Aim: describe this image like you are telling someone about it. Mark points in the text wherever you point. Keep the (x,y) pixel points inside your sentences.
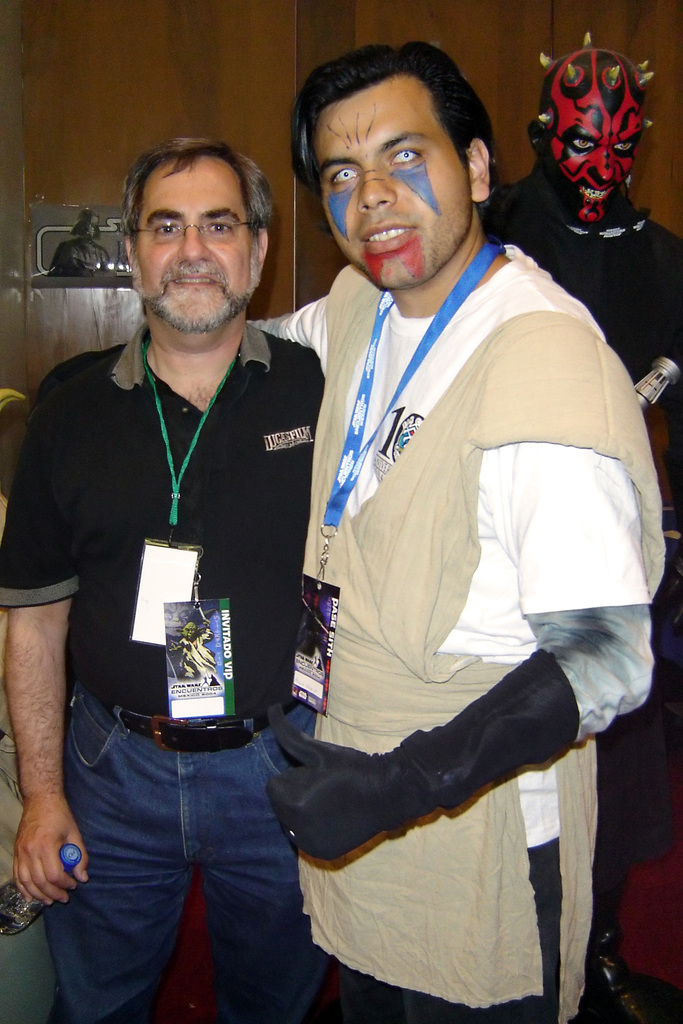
In this image we can see three persons (243,403) and out of which two with a face painting (611,195). In the background (187,52) we can see the wall (275,25).
